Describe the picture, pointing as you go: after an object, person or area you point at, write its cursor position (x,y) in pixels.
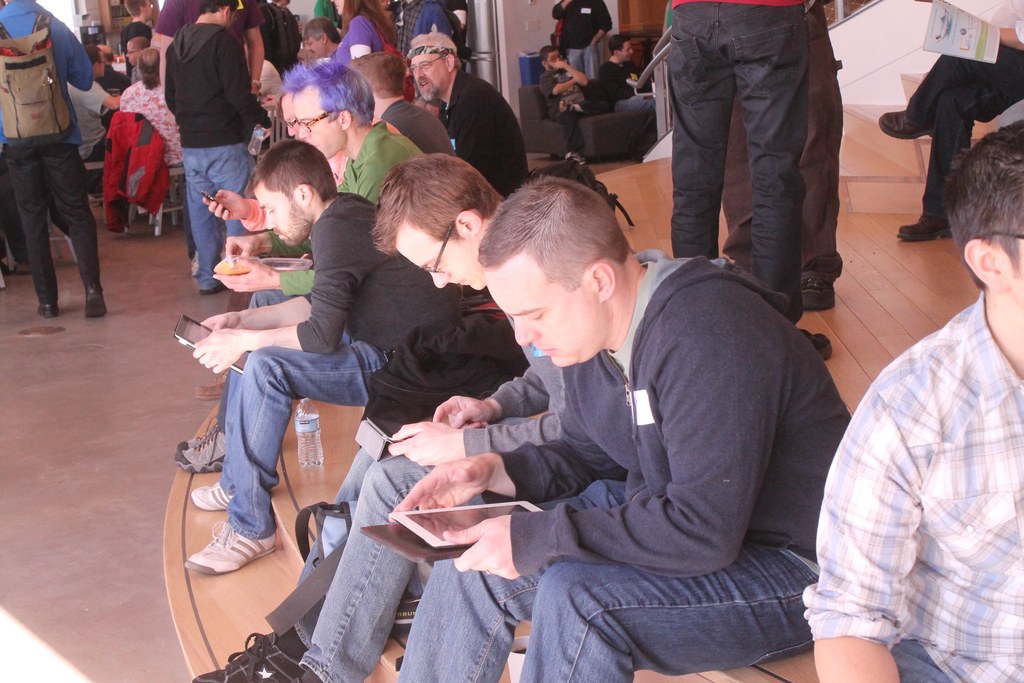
In this image we can see there are a few people (486,473) sitting on the floor (191,369) and holding tabs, and a few people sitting on the chair (544,117), and a few people (202,78) standing. And there are stairs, bottle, wall (517,83), book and few objects (486,75).
